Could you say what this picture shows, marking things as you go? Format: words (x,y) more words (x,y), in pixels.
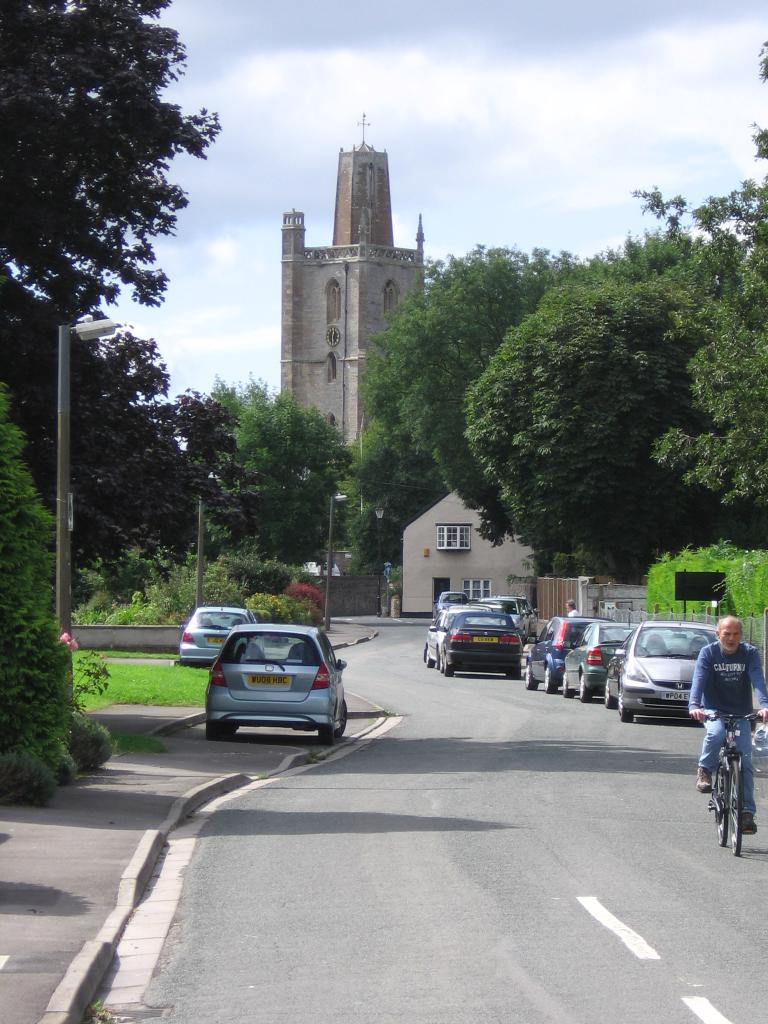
In this image we can see a few vehicles (304,638) on the road (301,931), among them one person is riding a bicycle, there are some buildings (355,426), trees (616,468), plants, grass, poles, lights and fence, in the background (425,256) we can see the sky (447,46).
